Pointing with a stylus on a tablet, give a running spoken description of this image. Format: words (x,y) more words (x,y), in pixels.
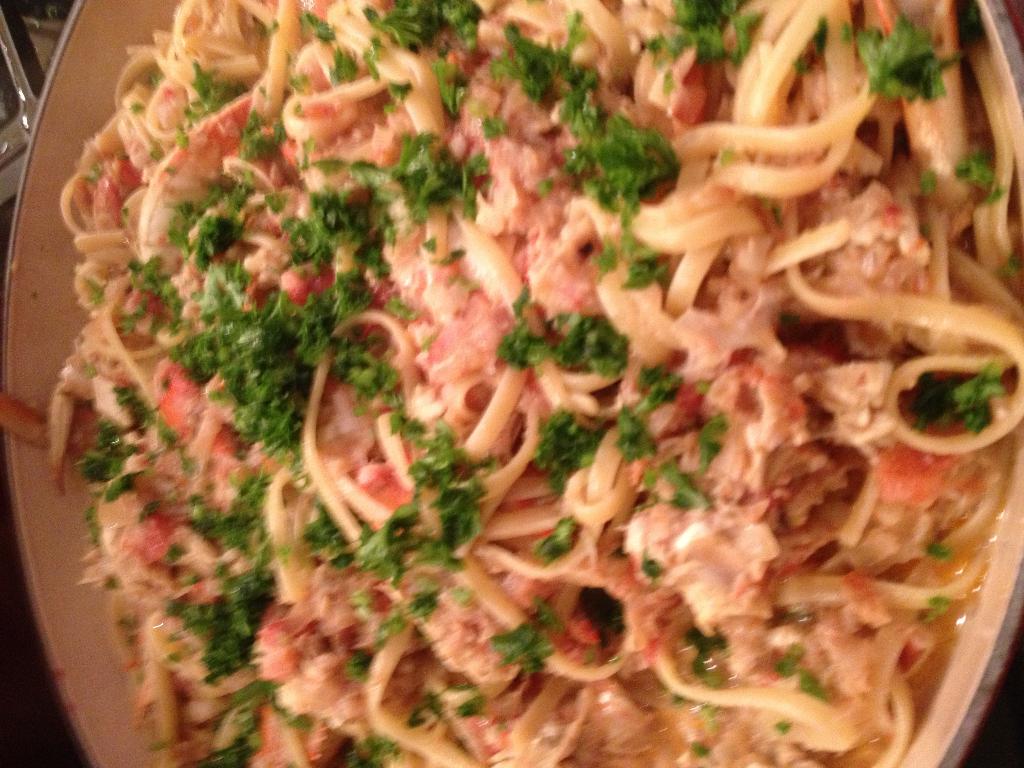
This image consists of a pasta (773,478). It looks like noodles (530,569) are kept in a pot (97,644). The garnish (294,415) is made with the herbs (522,70).
